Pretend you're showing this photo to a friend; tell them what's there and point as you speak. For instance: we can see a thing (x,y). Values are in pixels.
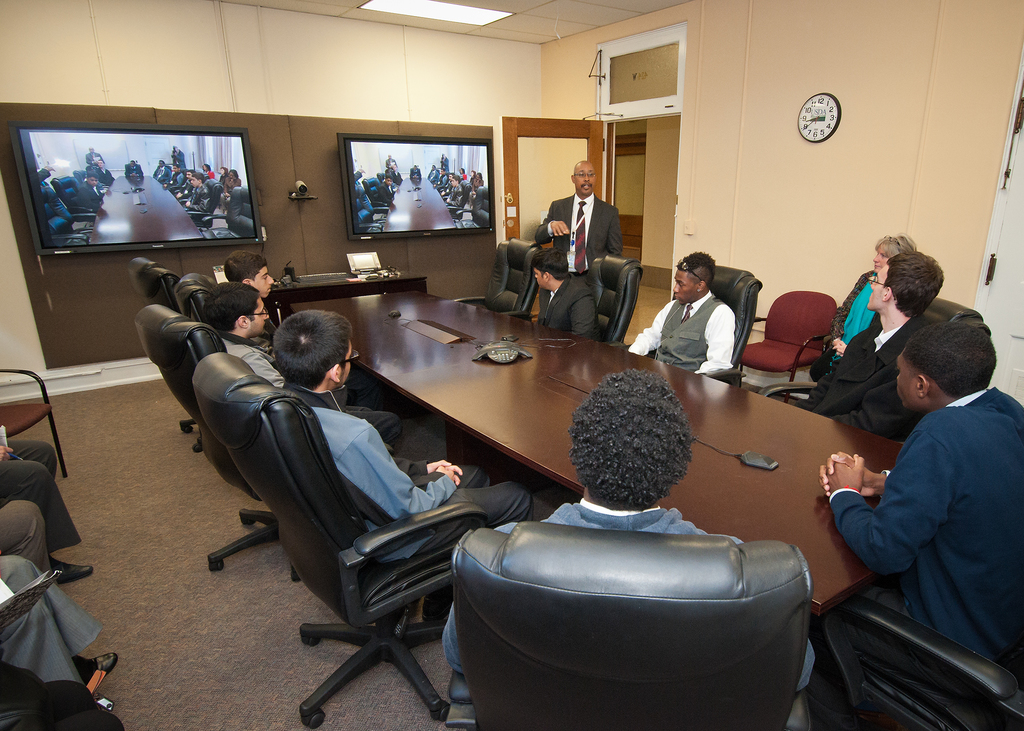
In this image I see lot of people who are sitting on the chairs (159,273) and there is a man (574,166) who is standing over here and I can also see there is a table (634,365) in front (611,357) and there are 2 screens (233,195) on the wall (312,94) and there is a clock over here.
